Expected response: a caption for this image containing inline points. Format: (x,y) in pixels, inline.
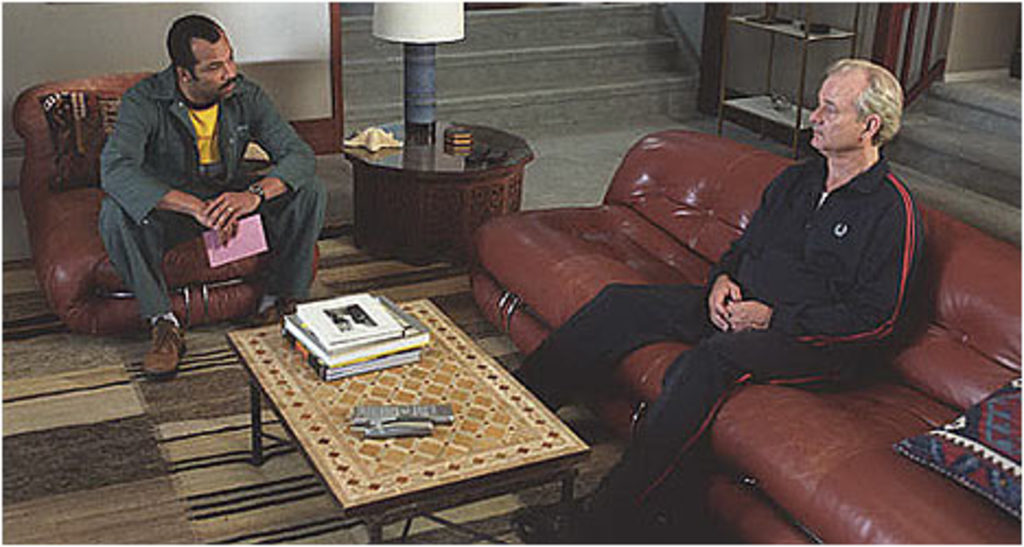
In this image I see 2 men (186,191) who are sitting on sofa (915,537) and this man (217,181) is holding a paper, I see a table (435,320) in front of them on which there are books (352,347) and other thing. I can also see stairs (376,124) over here and here too and I see the wall (32,79).
